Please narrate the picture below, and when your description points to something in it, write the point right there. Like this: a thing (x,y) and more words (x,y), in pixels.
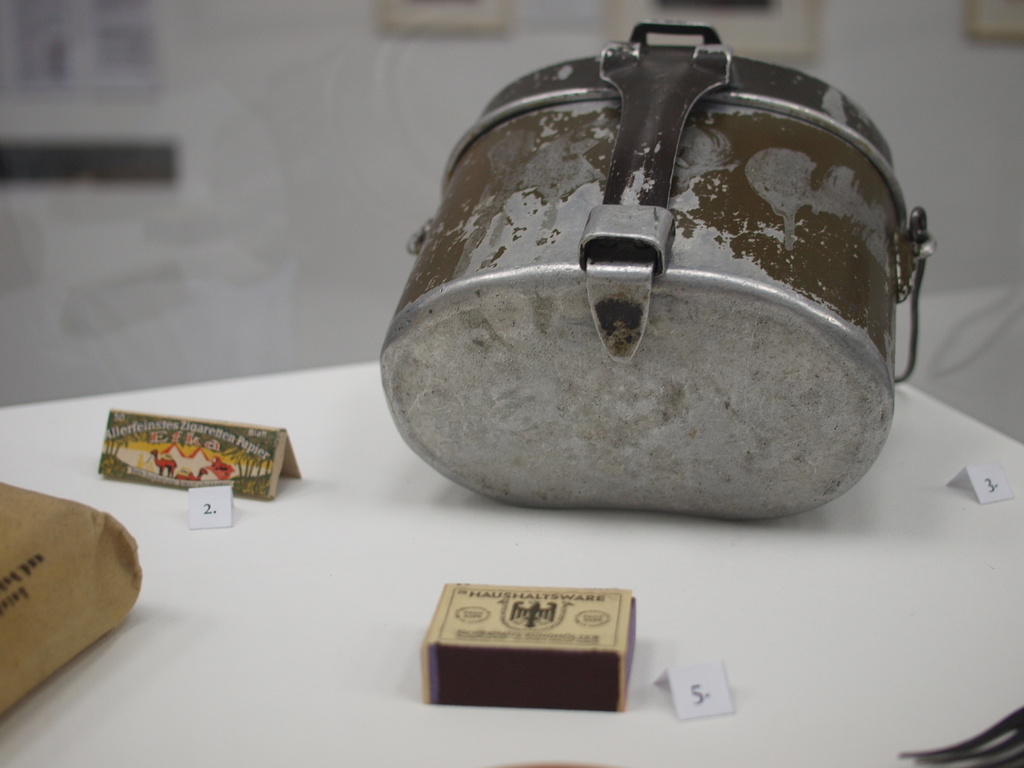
At the bottom of the image (293,560) there is a table (329,434), on the table (329,434) there are some papers (258,429) and boxes (815,239). Behind the table (443,744) there is wall (974,295), on the wall (354,163) there are some frames (747,28).
